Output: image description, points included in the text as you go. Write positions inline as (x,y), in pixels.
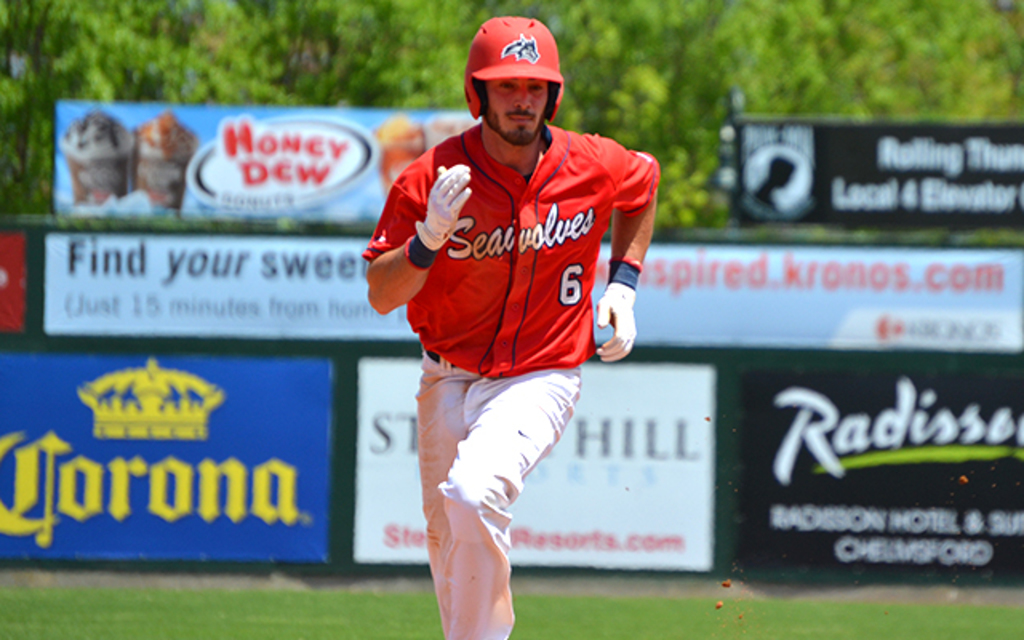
In this image, at the middle (549,309) we can see a man (591,205) running, he is wearing a red color helmet (488,48), in the background (974,439) we can see some posters (974,439) and there are some green color trees (350,51).
